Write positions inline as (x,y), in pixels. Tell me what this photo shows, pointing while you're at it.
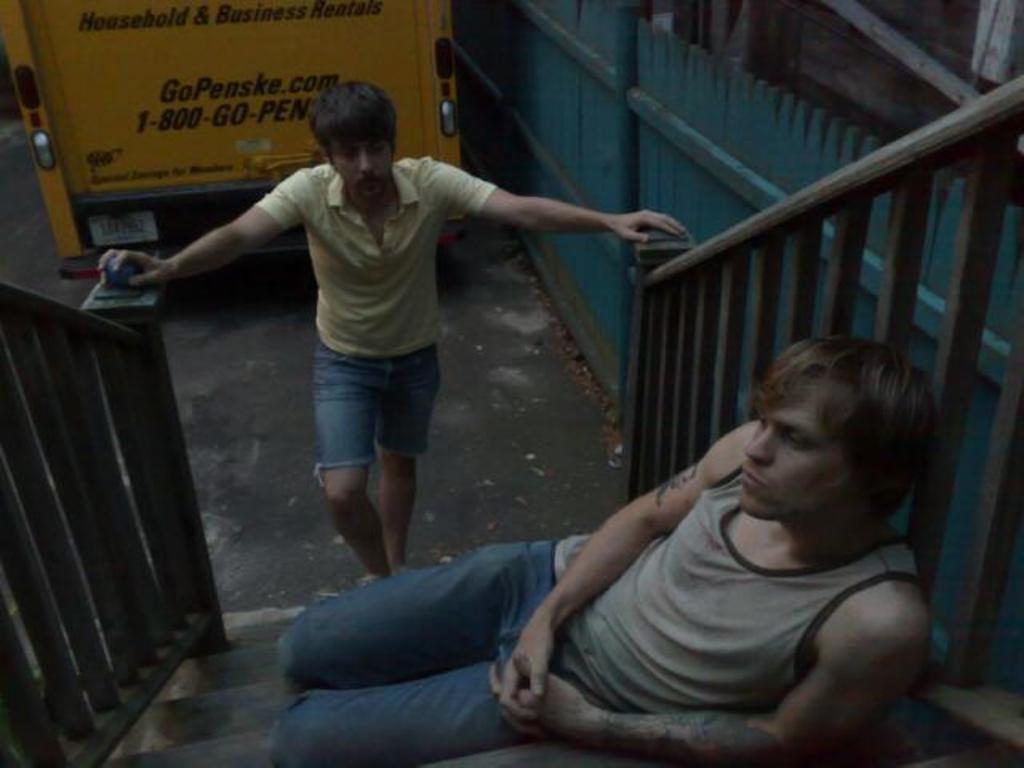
In front of the image there is a person (578,599) sitting on the stairs (245,662). Behind him there is another person (397,464) standing. There is a railing (139,510). In the background of the image (133,200) there is a vehicle (145,243) on the road (35,241). On the right side of the image (701,126) there is a wooden fence (604,164).
